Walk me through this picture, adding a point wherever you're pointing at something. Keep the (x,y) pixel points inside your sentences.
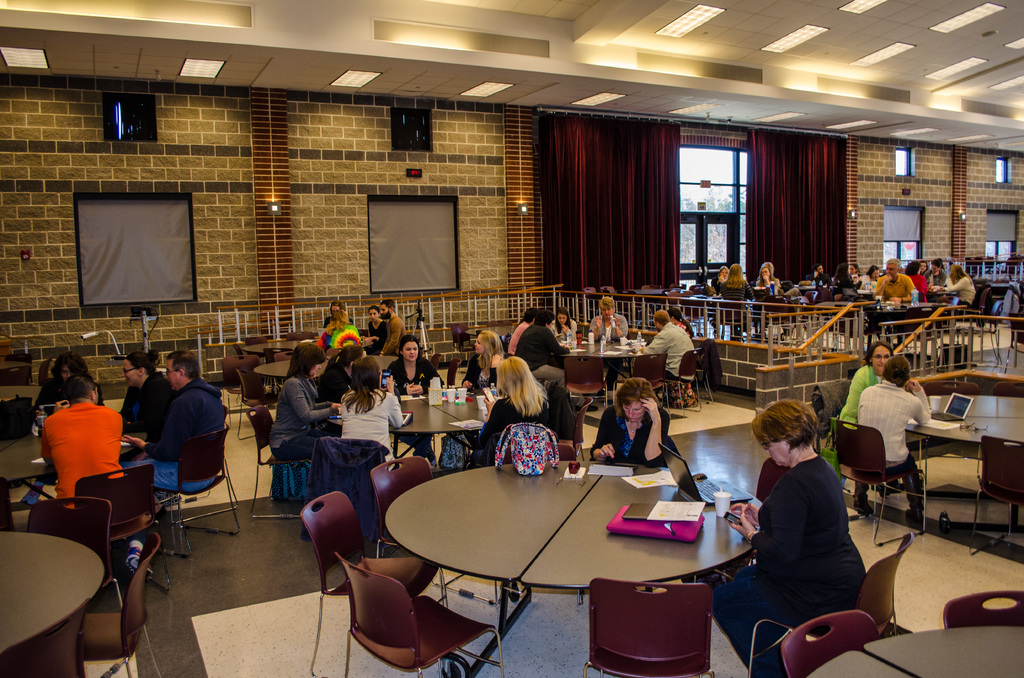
In this image I can see number of people (928,289) are sitting on chairs (57,640). I can also see number of tables (634,346) and two curtains (611,206) over here.
